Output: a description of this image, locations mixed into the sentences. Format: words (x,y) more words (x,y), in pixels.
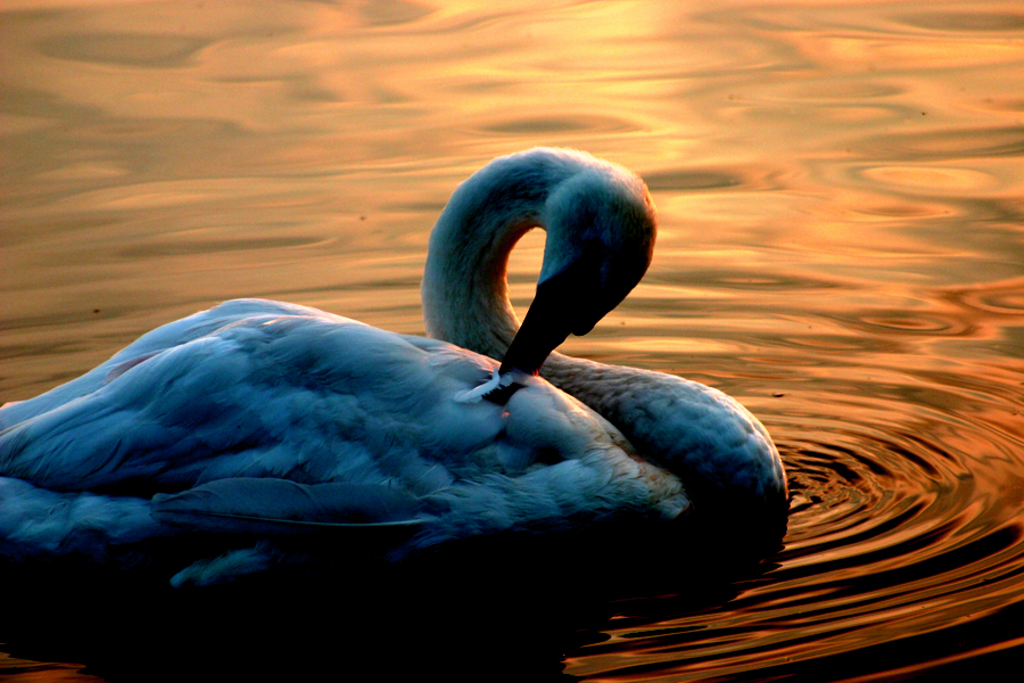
In this picture there is a swan (395,400) on the water (181,282). On the right (846,497) I can see the water waves (916,351).
